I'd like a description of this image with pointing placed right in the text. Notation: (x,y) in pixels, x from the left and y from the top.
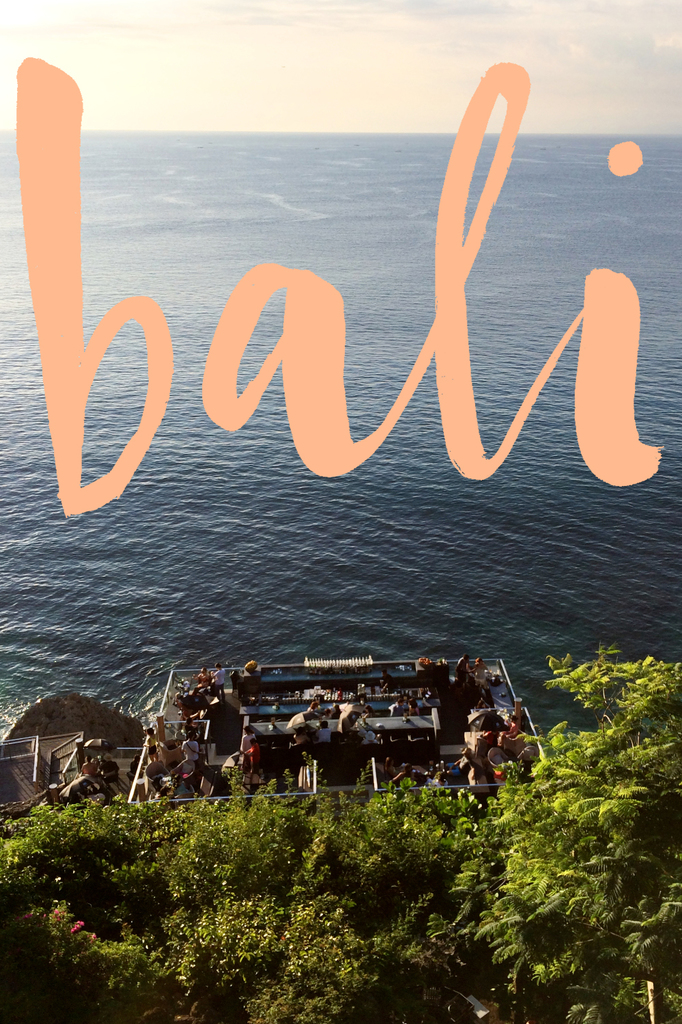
In this image, we can see few people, trees (323,826), ocean (376,589). Top of the image (348,98), there is a sky (413,77). In the middle of the image (341,427), we can see a watermark (212,389).
